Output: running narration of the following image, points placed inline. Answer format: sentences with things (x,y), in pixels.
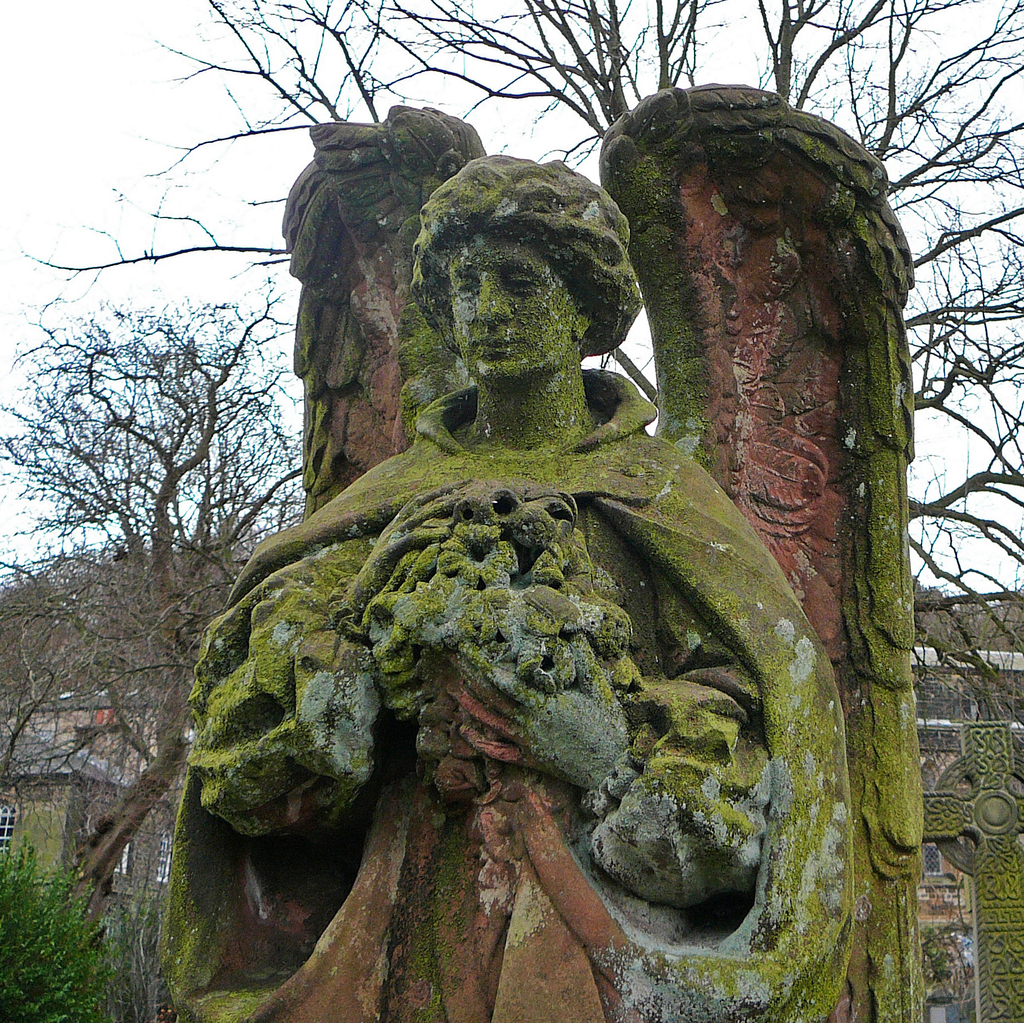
In this picture, in the middle (508,479), we can see a statue (508,488) which is in green color. In the background (110,726), we can see some trees (180,755), buildings (107,713). On the top (189,274), we can see a sky (446,63).
